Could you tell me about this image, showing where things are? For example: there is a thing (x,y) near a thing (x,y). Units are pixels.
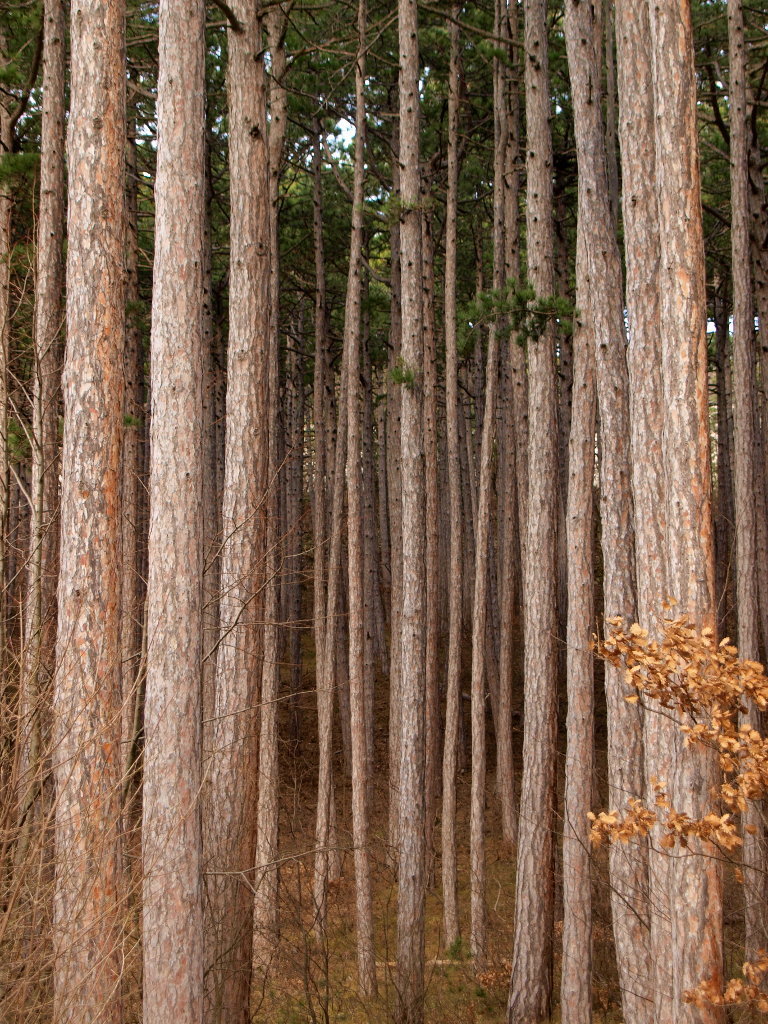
In the image we can see there are many trees (422,656), leaves (460,295) and the white sky (343,142).
